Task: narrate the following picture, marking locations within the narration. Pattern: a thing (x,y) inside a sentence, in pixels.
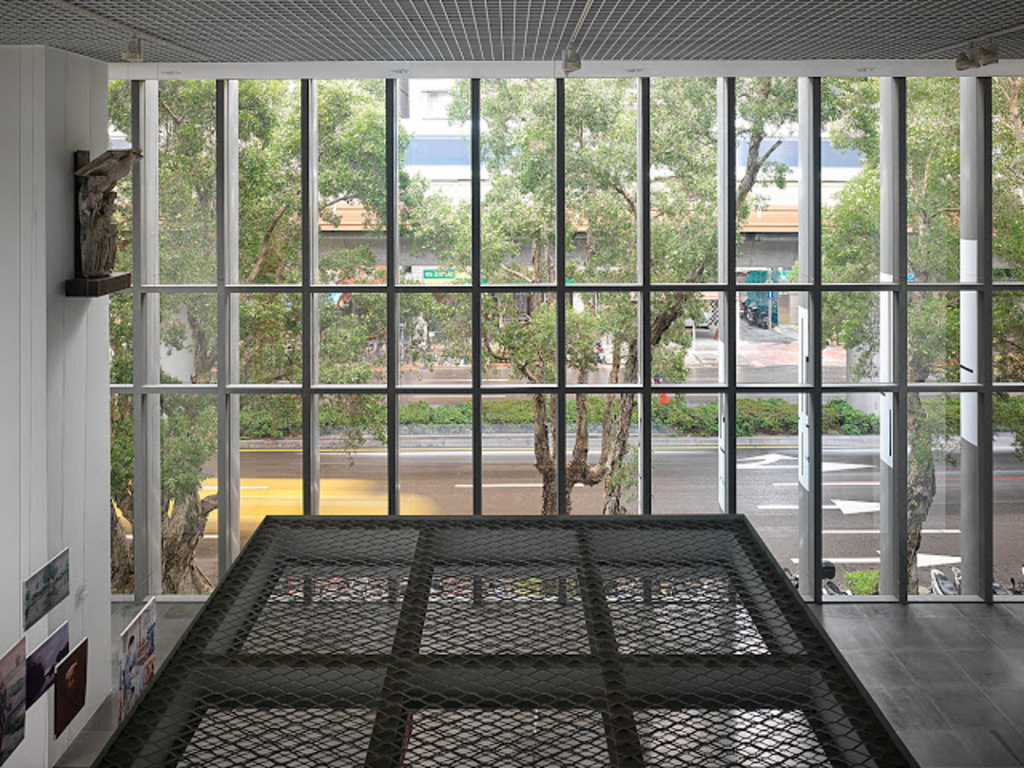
In front of the image there is a mesh platform (442,599) with metal rods (280,653), on the left side of the platform (209,625), there are display boards (141,647), photo frames (65,661) and statues (93,163) on the wall (85,545), in front of the platform (325,543), there is a glass wall (433,285) with metal rods (447,289), on top of the roof (190,37) there are lamps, through the glass wall (547,464) we can see there are a few vehicles (834,583) parked on the road (924,583), beside them there are trees (600,476), in front of the trees (584,458) there is road (498,460), on the other side of the road (459,455) there are plants (462,421) and bushes (770,422), in the background of the image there are buildings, on the buildings (575,292) there are name boards (418,274).
